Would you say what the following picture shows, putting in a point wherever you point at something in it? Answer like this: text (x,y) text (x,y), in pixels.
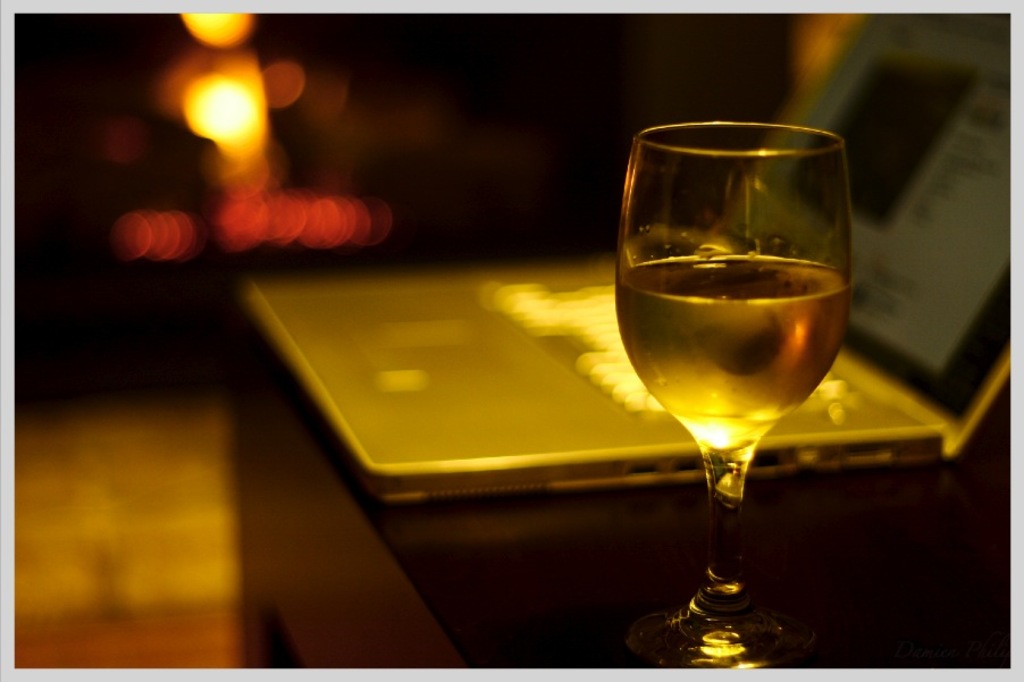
This image consists of a glass (724,505) of wine (765,420). In the background (657,480), we can see a laptop (458,453) kept on the desk (288,549). At the bottom (94,578), there is a floor (95,576). The background (501,133) is blurred.
